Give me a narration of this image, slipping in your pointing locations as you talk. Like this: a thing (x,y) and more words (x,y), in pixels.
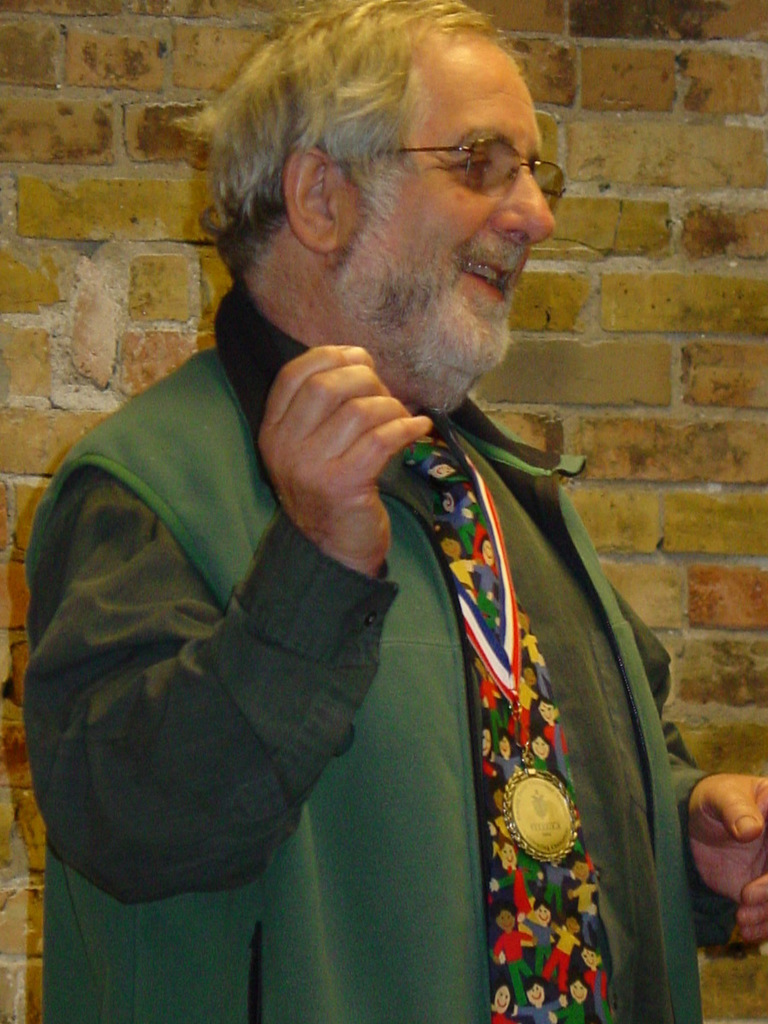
In this image in the front (330,534) there is a man (413,604) standing and smiling. In the background (608,170) there is a wall (2,807).
